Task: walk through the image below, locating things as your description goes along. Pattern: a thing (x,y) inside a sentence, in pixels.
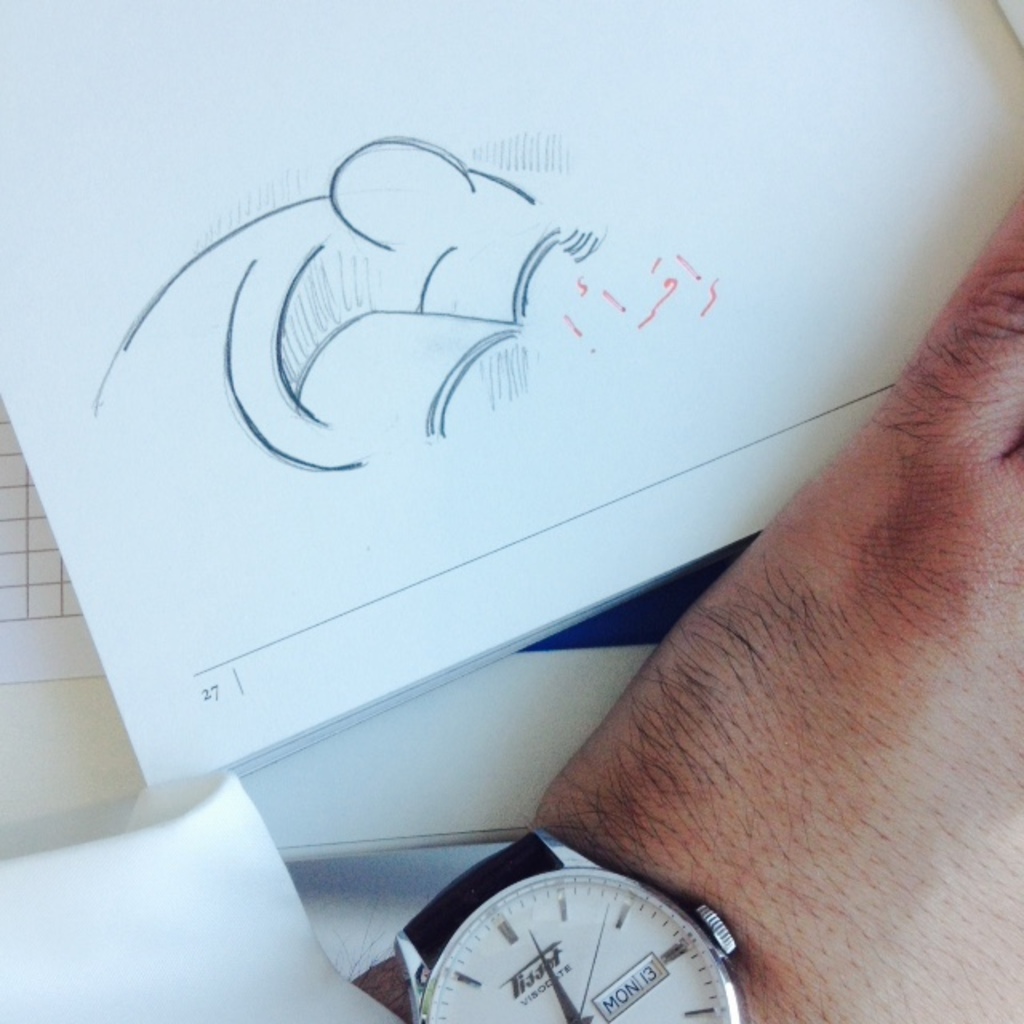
In this image I can see the drawing of the pencil sketch (397,322) on the paper (535,399). The paper (529,414) is in white color. I can see the person's hand (866,485) on the paper (831,417). I can see the watch (605,893) to the person's hand (841,726). These are on the white color surface (442,791).
